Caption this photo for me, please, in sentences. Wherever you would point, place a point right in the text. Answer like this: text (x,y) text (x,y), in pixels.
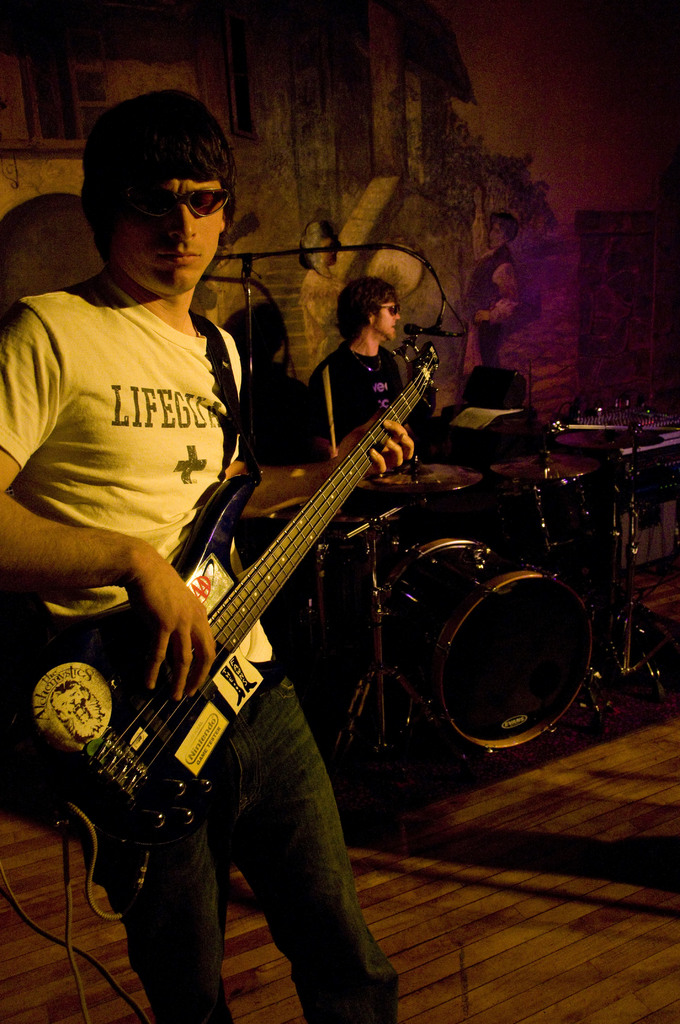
This picture describes about two people (43,383) in the left side of the image (118,436) a man (174,509) is playing guitar (189,551), and the middle of the image (357,366) a man (390,312) is playing drums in front of microphone (431,330).
